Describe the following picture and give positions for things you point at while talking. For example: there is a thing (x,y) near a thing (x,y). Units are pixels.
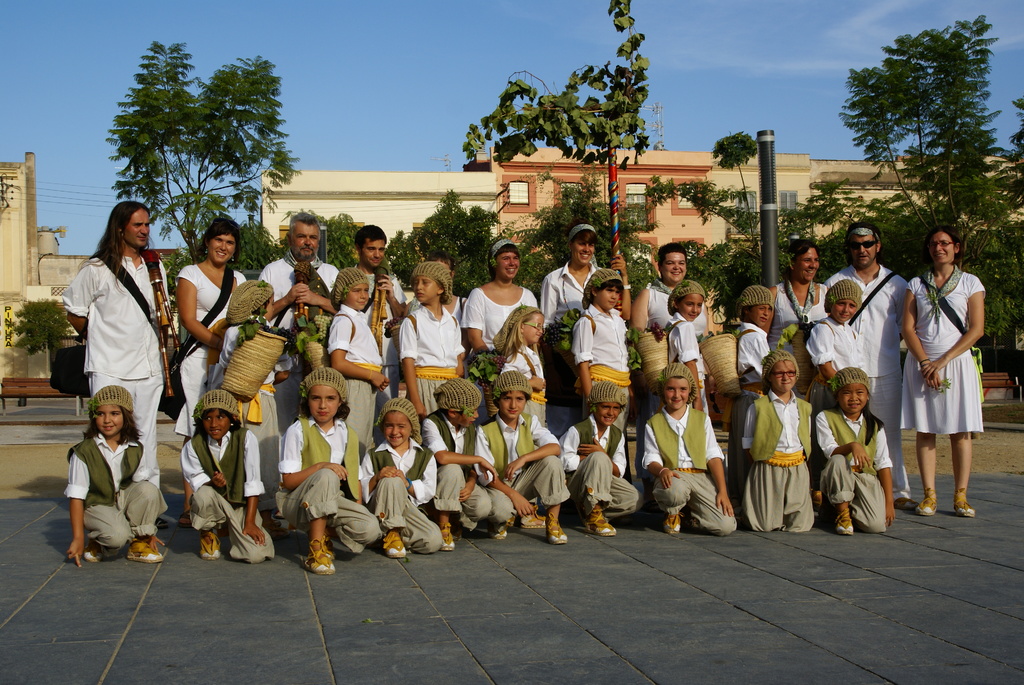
In this picture we can see some men (133,337) and women (219,311) standing, wearing a white shirt (373,346) and looking to the camera. In the front (282,445) bottom side we can see some small girls (711,524) sitting on the ground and giving a pose to the camera. Behind there is a brown building (677,230) and some trees (468,217). On the top (554,63) there is a sky (478,60).
